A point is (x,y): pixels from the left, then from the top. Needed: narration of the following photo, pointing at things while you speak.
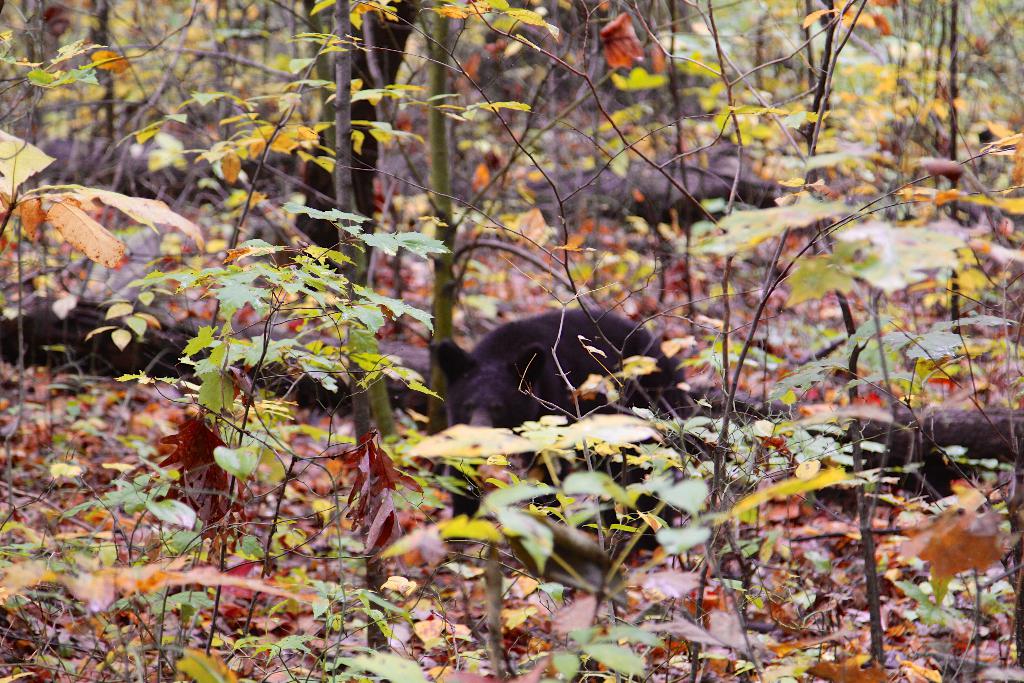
In this image I can see number of green and brown colour leaves (121,457). I can also see a black colour bear (557,369) in background (502,343) and I can see this image is little bit blurry from background (697,282).
